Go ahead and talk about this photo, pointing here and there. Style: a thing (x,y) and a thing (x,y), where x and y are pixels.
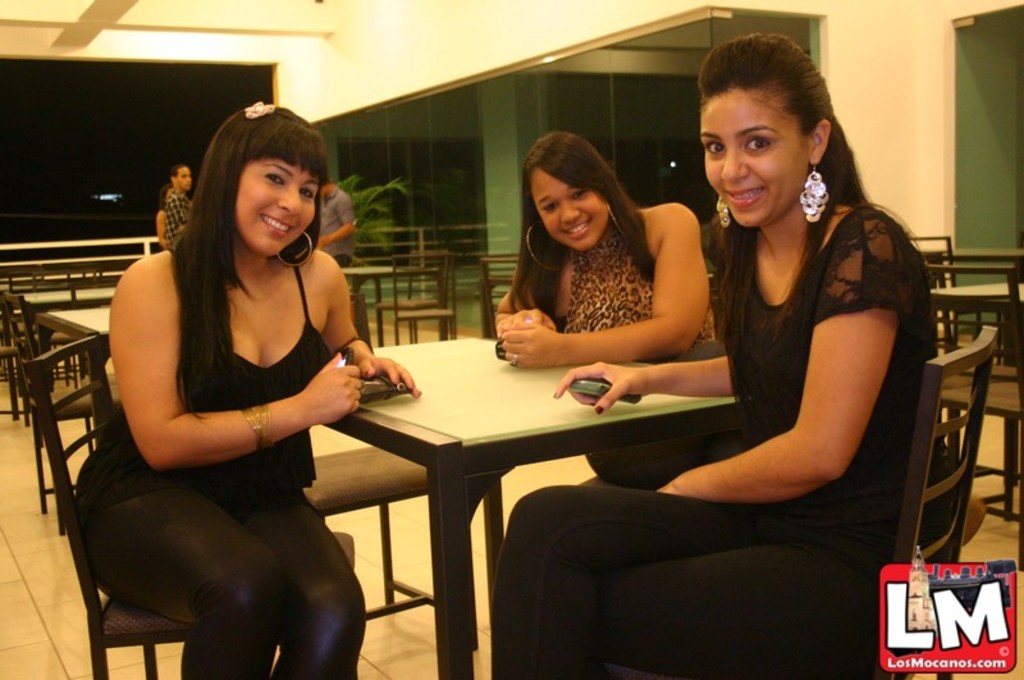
Here we can see three women (680,334) are sitting on the chairs (118,634). These are the tables (476,404). This is floor (48,562). Here we can see some persons (325,232) standing on the floor (465,332). This is a pillar (495,134) and there are lights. And this is wall (874,64).
